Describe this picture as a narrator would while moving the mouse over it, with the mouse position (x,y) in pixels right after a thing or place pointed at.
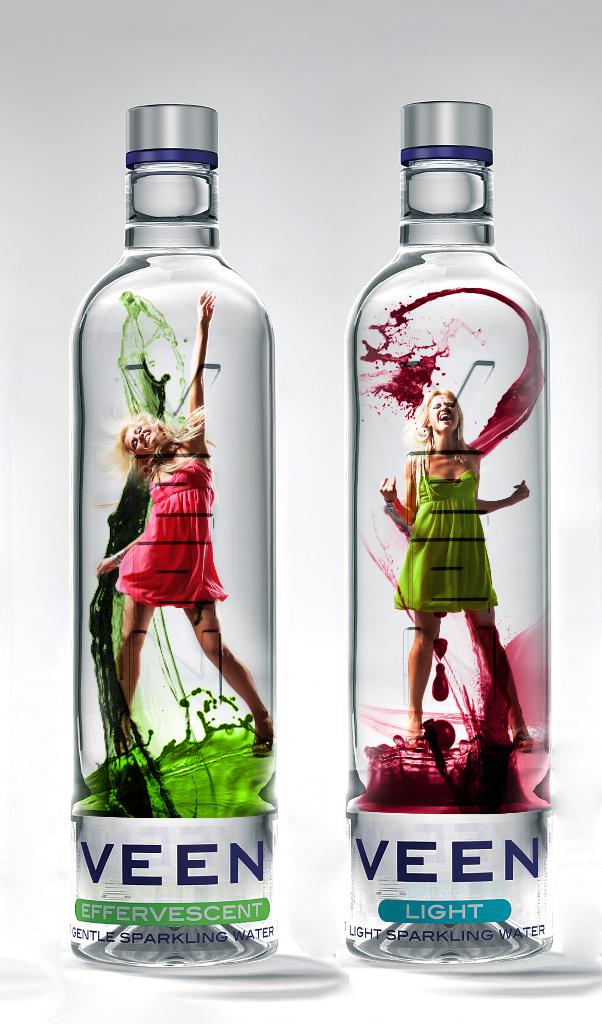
In this image I can see two bottles (162,937) and I can see photos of women (201,301) on it.
